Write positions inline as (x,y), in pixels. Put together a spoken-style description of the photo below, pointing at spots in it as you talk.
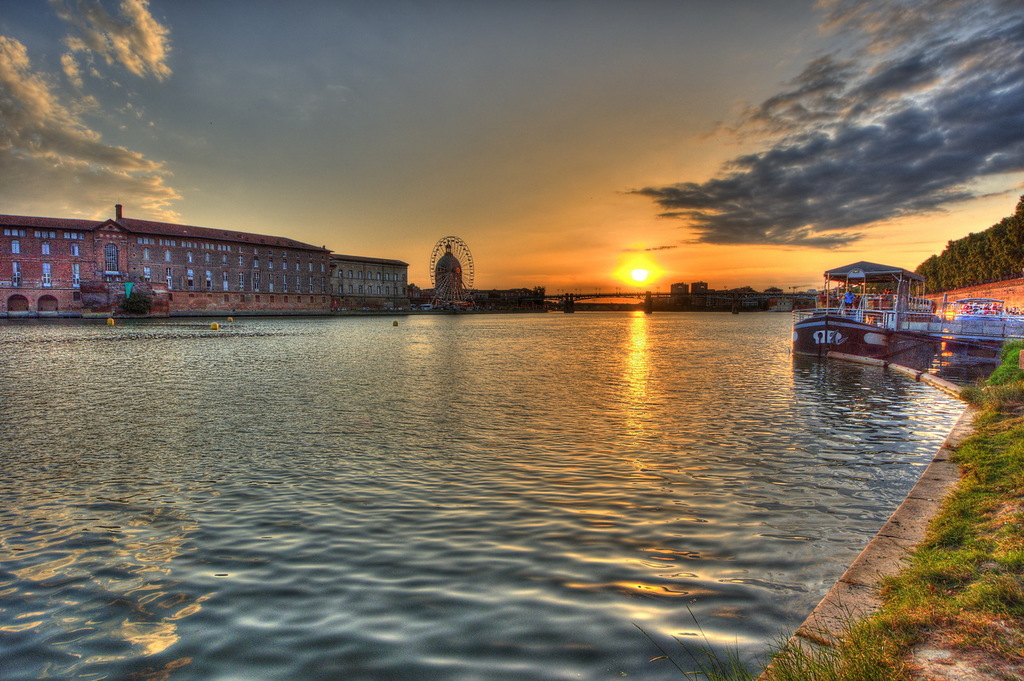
In this image I can see there is a lake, there are few boats (996,318) at right side (983,320), there are trees (966,248) and there is a building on left side (60,270). The sky (689,219) is cloudy.
